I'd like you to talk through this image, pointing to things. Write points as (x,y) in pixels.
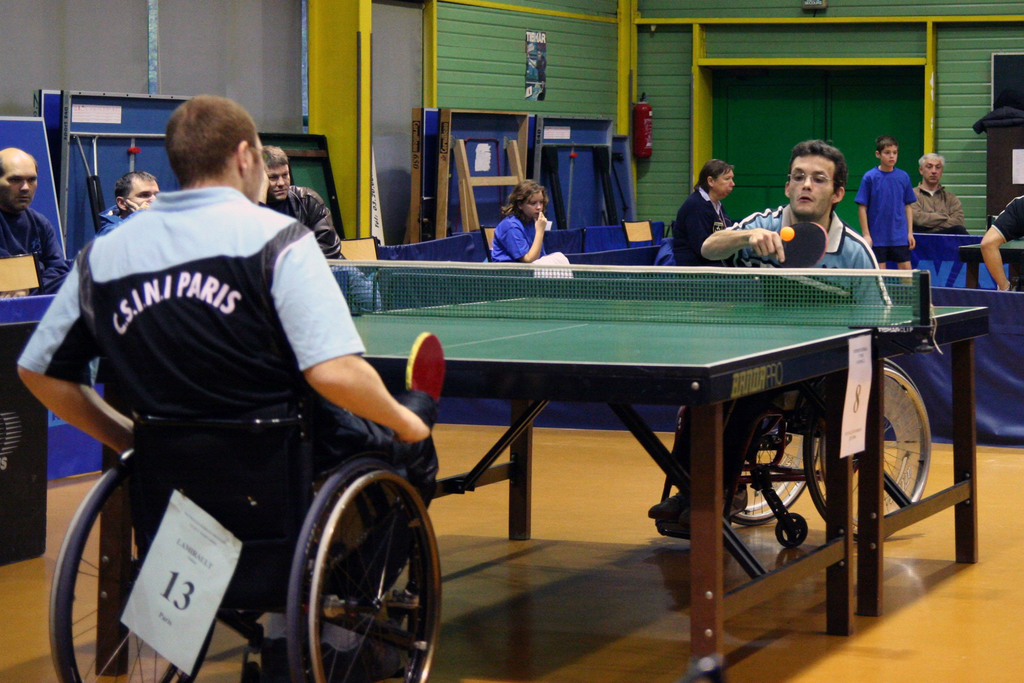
In this image I can see two men (820,218) are sitting on wheelchairs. I can also see rackets (819,253) in their hands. In the background (10,254) I can see few more people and few tables (572,115).
